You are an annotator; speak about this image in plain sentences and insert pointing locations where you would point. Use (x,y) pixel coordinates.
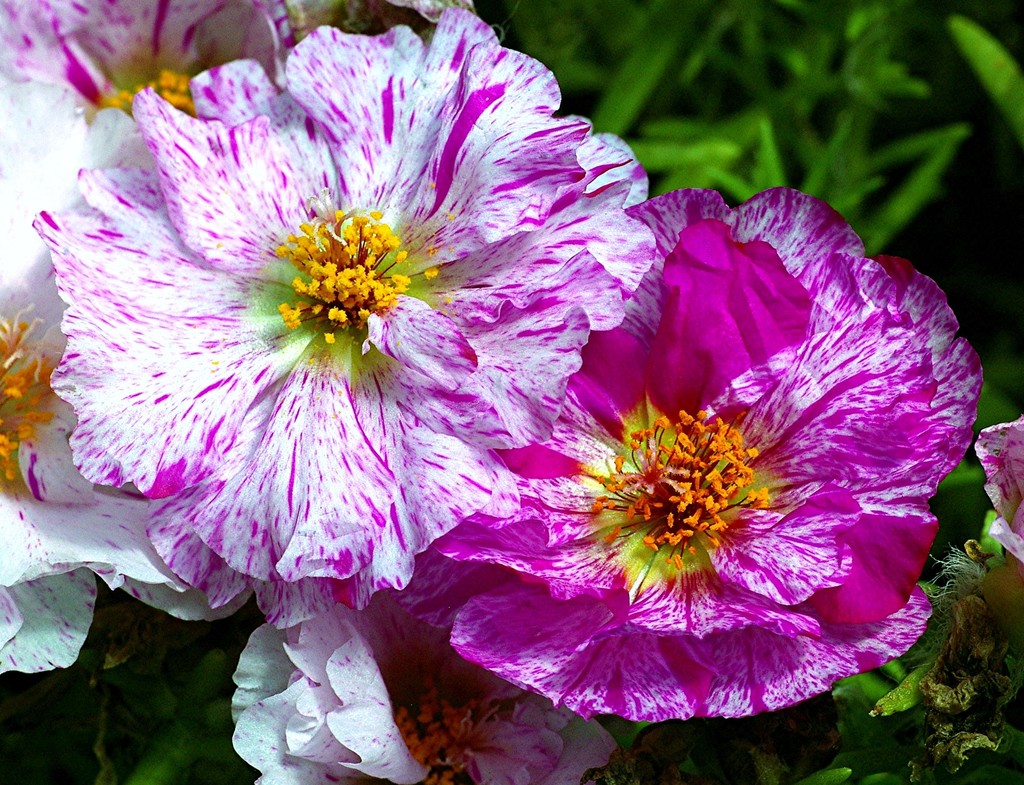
In this picture there are flowers (748,247) in the center of the image (393,517) and there are plants (708,77) in the top side of the image (652,95).
